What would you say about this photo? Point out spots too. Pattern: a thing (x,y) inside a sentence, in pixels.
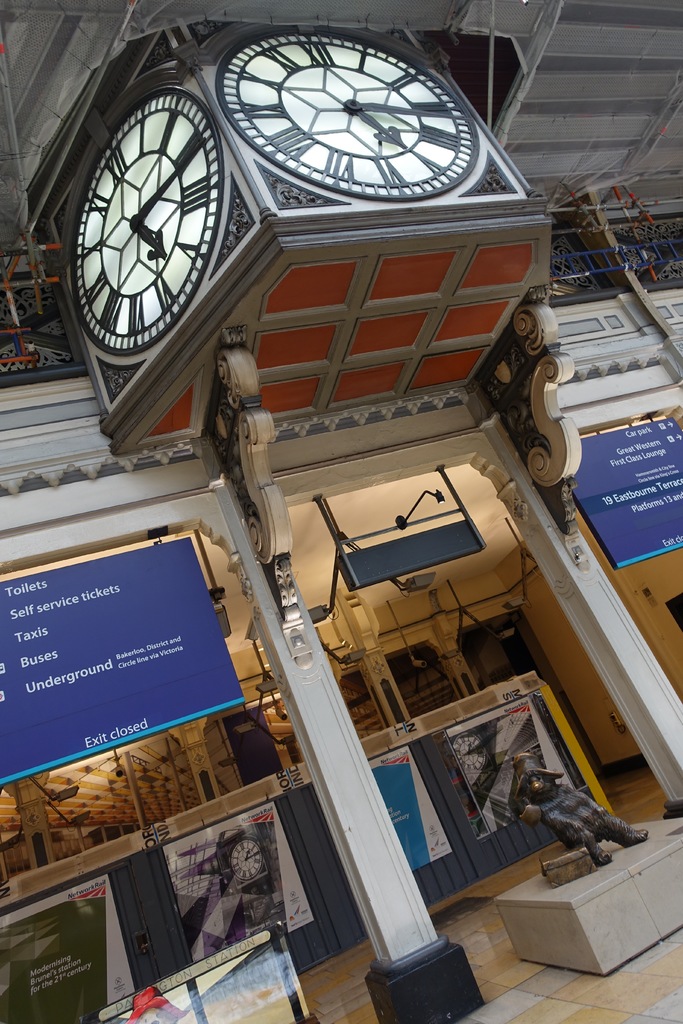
In the picture I can see the clock (430,70) at the top of the picture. There is a sculpture (527,773) on the marble block (642,896). I can see the screen (164,645) with text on it on the left side (154,588).
